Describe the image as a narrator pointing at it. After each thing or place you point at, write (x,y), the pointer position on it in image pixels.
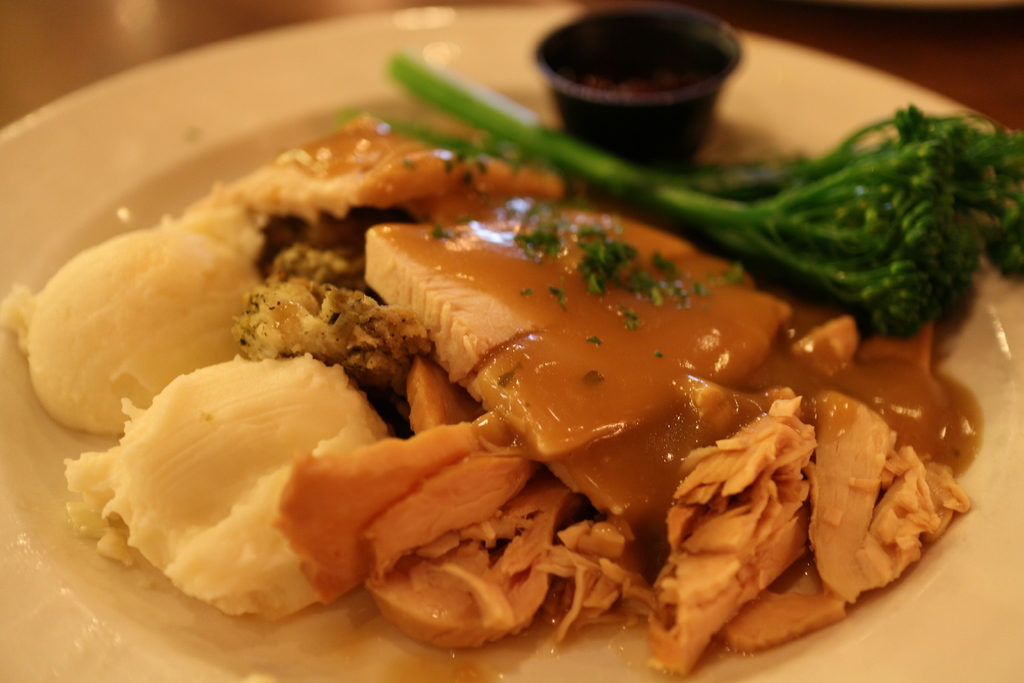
In this picture there are few eatables (516,310) placed in a white plate (276,77).
